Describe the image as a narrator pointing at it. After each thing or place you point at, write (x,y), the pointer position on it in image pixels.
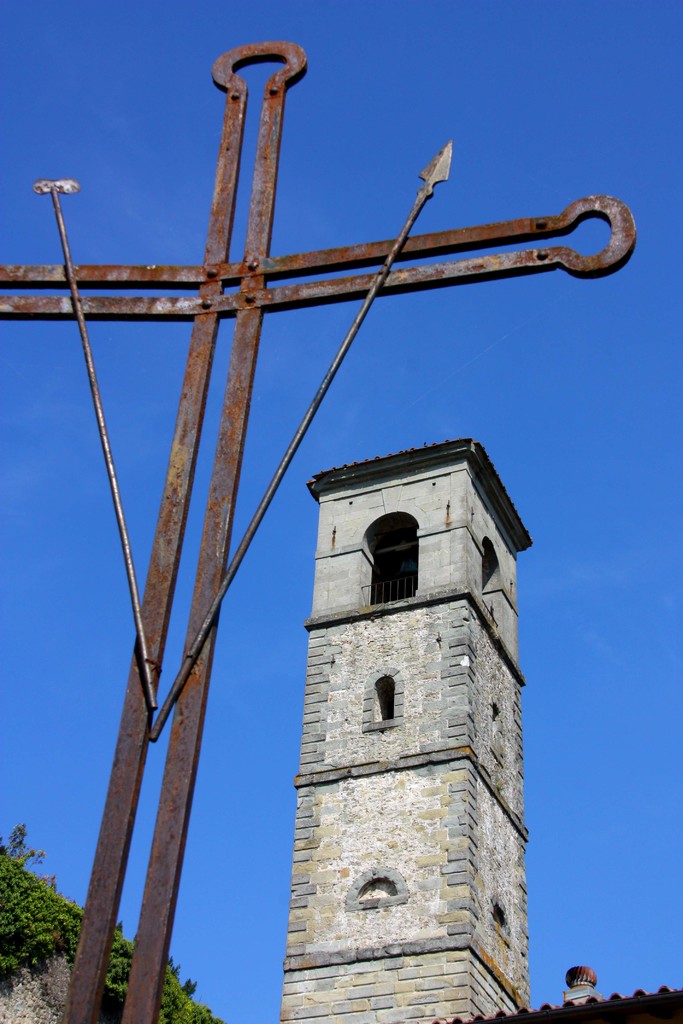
There is a building (363,726) with brick wall (370,690), arch (401,584) and railing (401,590). Also there is a cross (250,320) with iron rods (226,452). There are some plants (170,1011) on the left side (37,889). In the background (282,709) there is sky (573,660).
